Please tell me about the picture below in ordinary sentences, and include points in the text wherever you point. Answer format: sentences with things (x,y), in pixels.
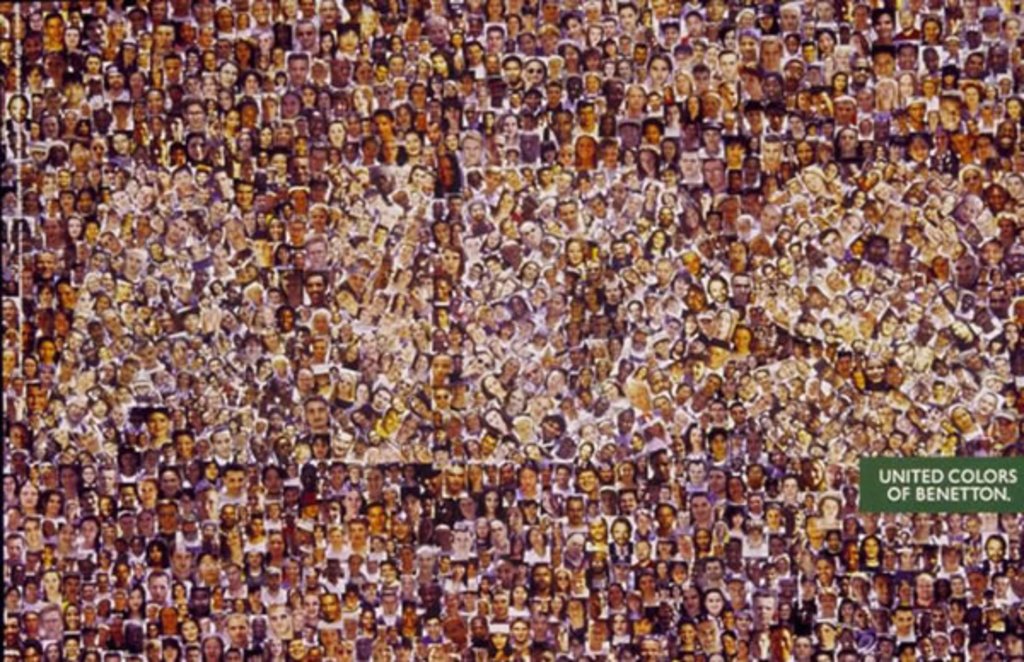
There is collage of many people (535,355). There is a green tag (916,490) at the right (919,476) on which 'united colors of benetton' is written. There is a watermark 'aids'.
